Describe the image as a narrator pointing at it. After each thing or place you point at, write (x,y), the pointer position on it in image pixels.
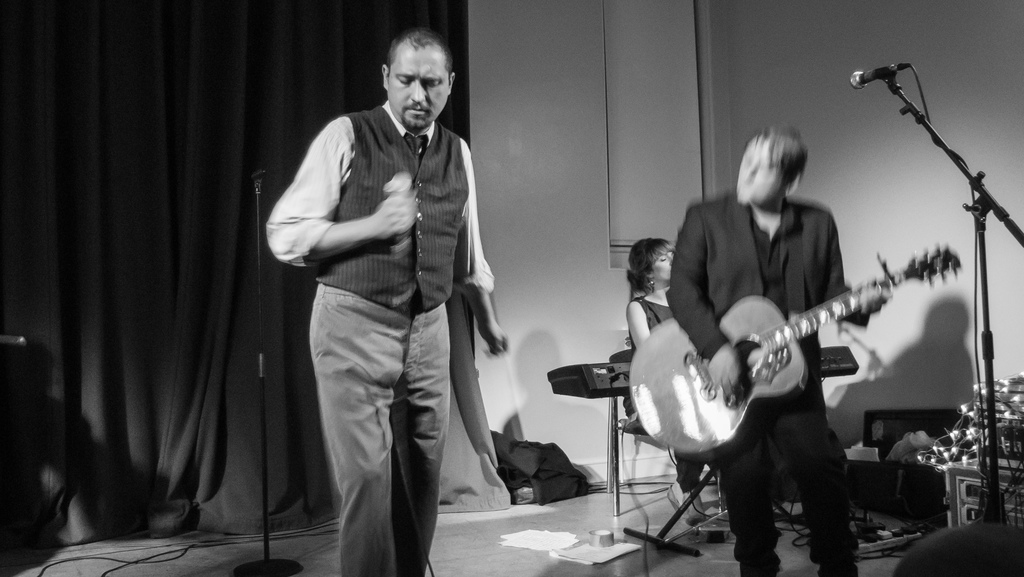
There are two man (340,276) standing on stage (735,569) and one is playing guitar (741,333) in front of microphone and there is a woman (626,417) playing piano (571,371) at their back.
